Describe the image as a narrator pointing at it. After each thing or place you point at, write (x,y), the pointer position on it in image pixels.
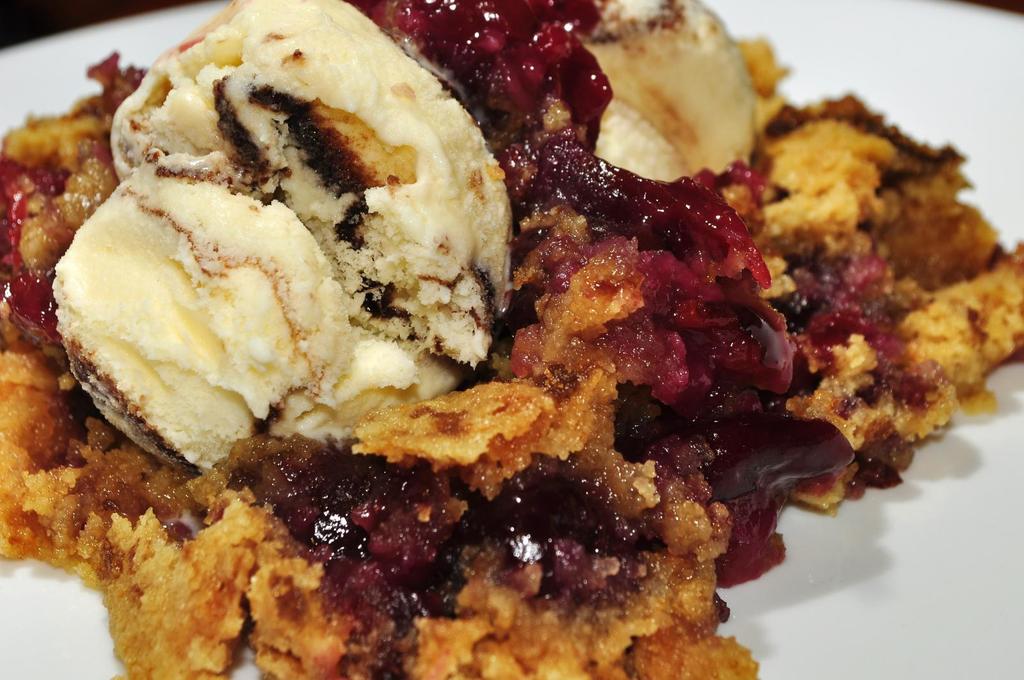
In this image I can see there is a plate (59,34). On the plate (862,601) there is some food item (608,218).
